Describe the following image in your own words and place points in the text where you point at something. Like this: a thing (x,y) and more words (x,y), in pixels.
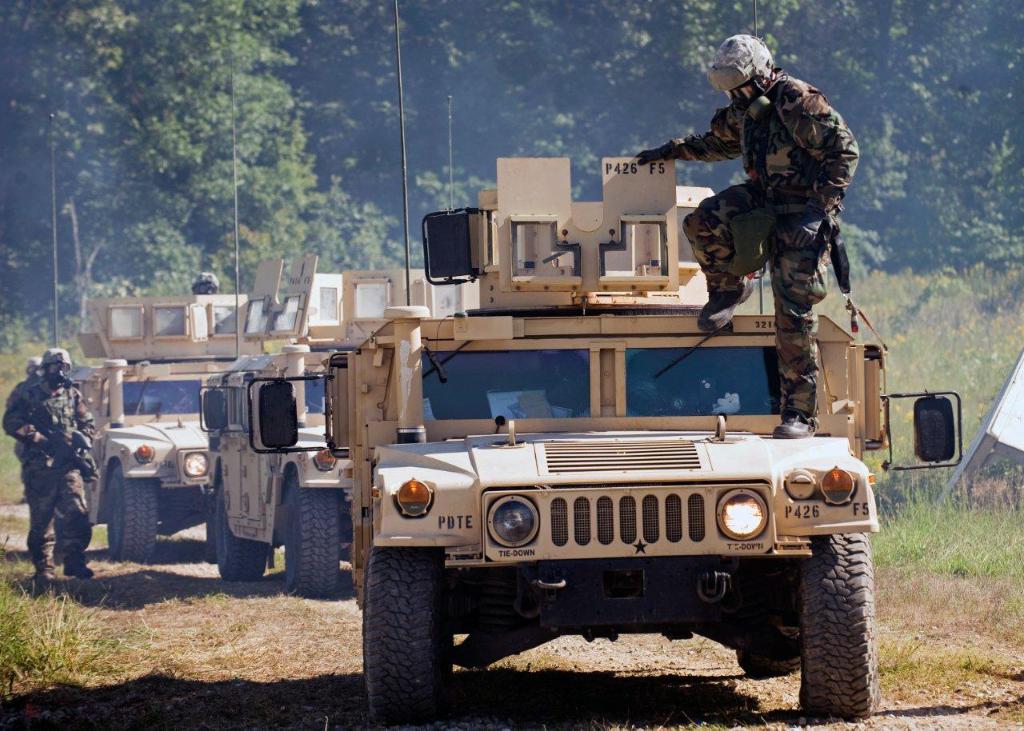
In this picture we can see vehicles (408,364), soldiers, path (245,679) and grass (930,538). In the background (543,74) there are trees (462,111).
